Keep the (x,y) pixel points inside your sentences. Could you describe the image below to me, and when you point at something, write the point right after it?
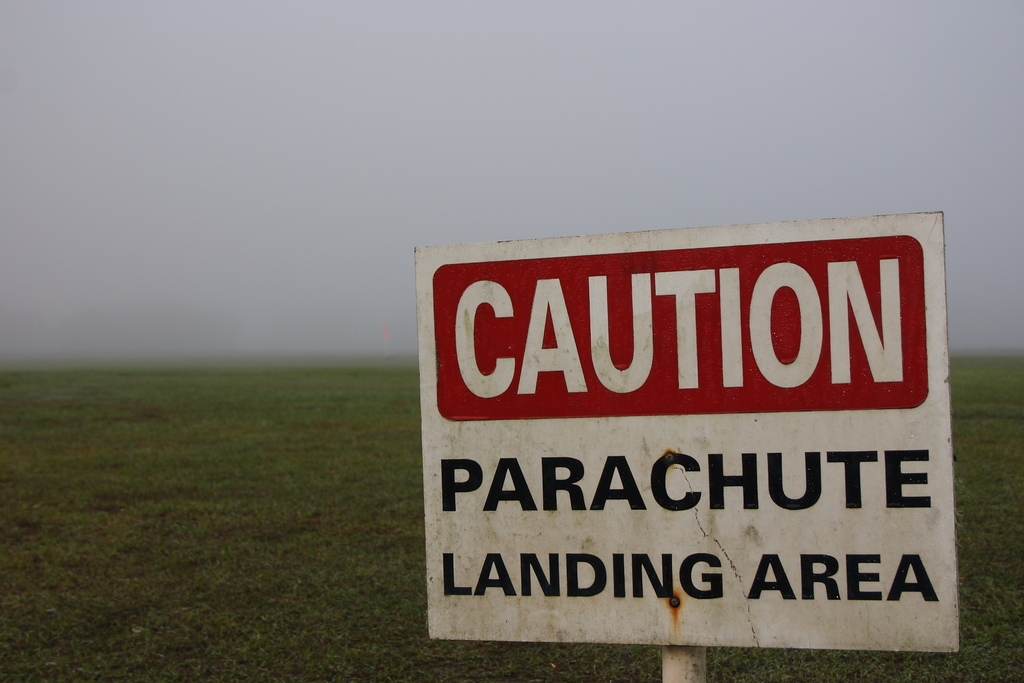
In this picture we can see a board (716,436) on which some words (719,462) are written, behind we can see some grass (231,511).
